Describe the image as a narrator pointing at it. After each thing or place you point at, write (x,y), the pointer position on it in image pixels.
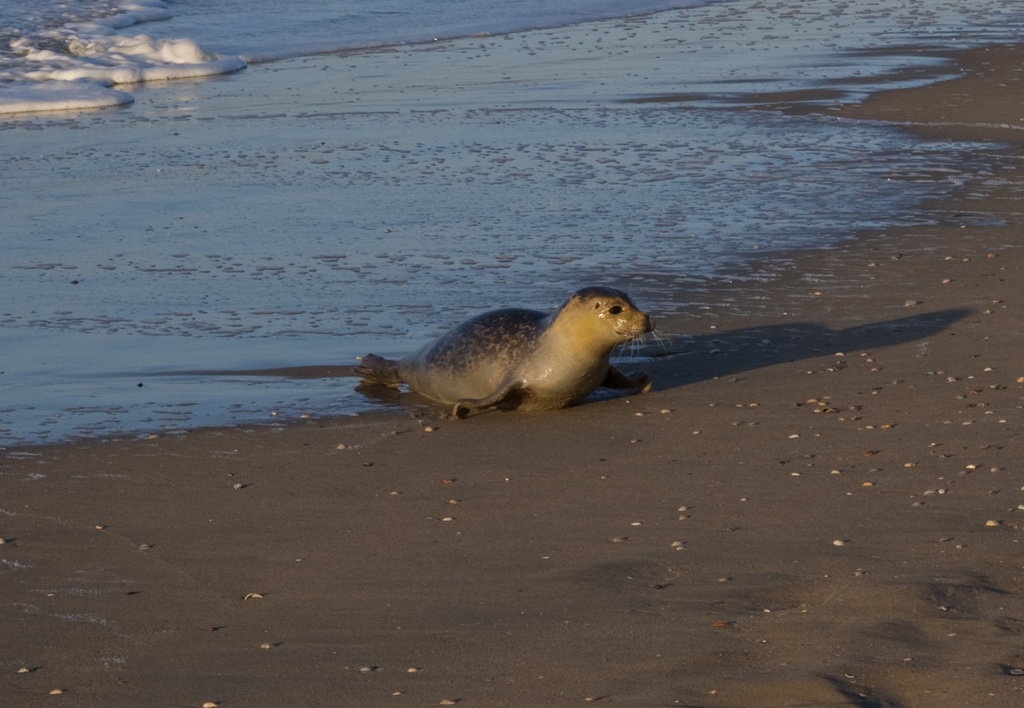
Here in this picture we can see a seal (531,343) present on the ground (997,321) over there and behind it we can see water (215,314) and foam (131,55) present over there.
